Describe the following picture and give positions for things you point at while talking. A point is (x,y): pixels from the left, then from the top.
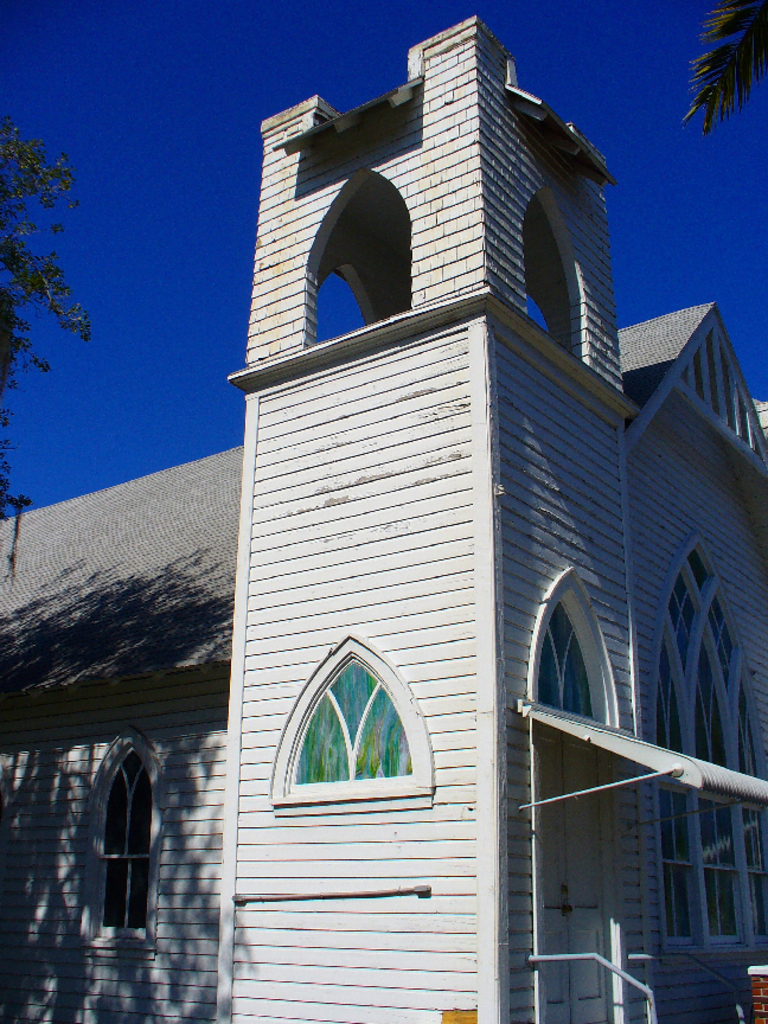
In this image I can see the building (377,767) with windows (321,718). On both sides of the building (554,334) I can see the trees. In the background (173,226) I can see the blue sky (173,226).
